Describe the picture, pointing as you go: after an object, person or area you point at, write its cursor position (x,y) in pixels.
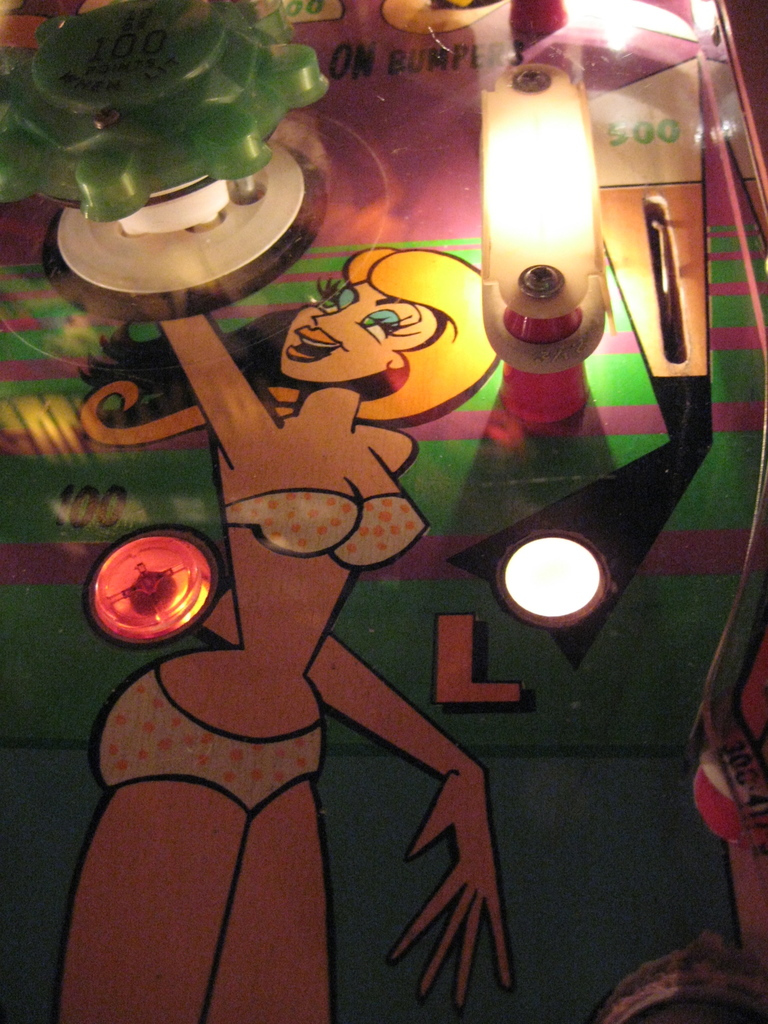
In this image we can see a painting (411,538) on the surface (475,778) and electric lights (526,598) attached to it.
